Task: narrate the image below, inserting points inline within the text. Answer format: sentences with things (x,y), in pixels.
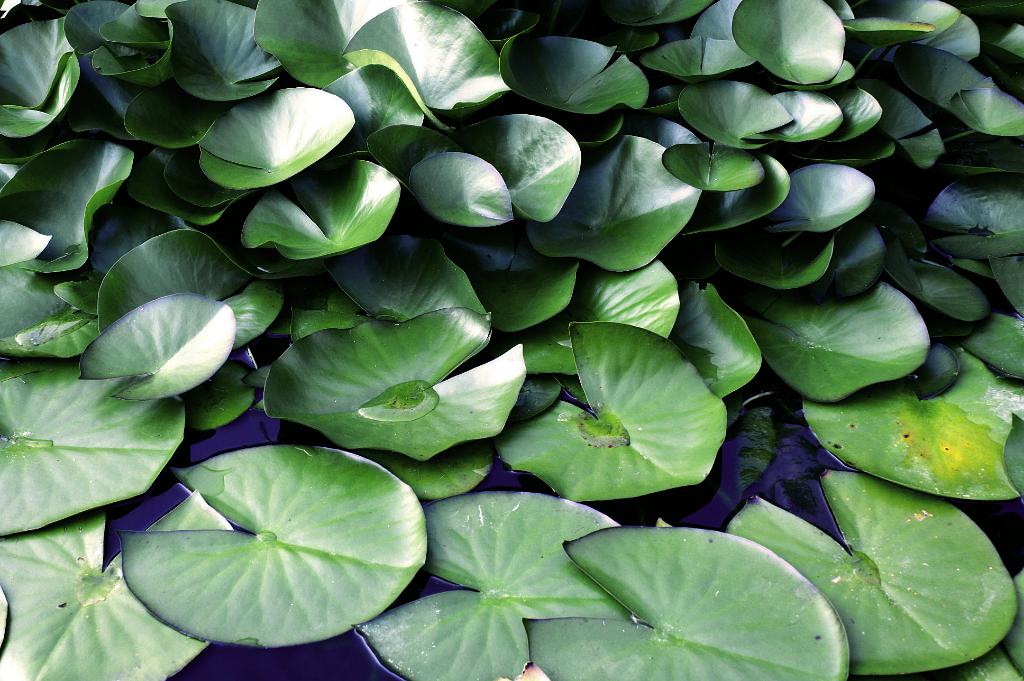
There are leaves (346,468) on the water surface (300,432) at the bottom side of the image (534,503) and other leaves (699,76) at the top side (643,124).
